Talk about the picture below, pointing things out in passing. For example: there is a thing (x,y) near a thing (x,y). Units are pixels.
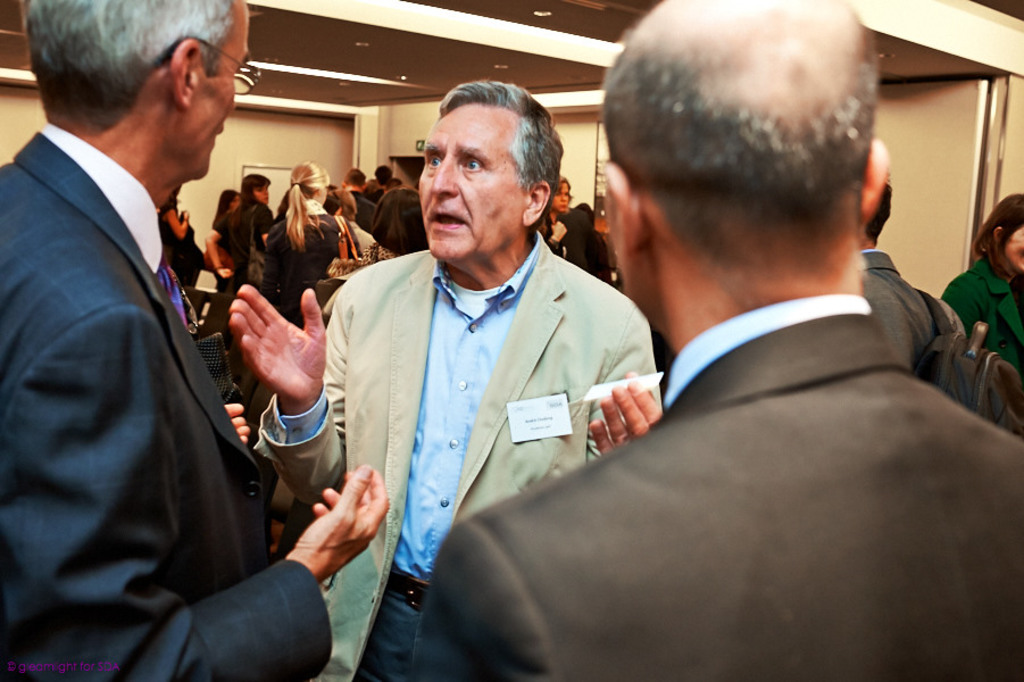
In this picture we can see a group of people (53,420) standing and a man (490,436) is holding a card (603,388) and explaining something. Behind the people (665,294) there is a wall (879,101) and at the top (455,21) there are ceiling lights (521,47).
